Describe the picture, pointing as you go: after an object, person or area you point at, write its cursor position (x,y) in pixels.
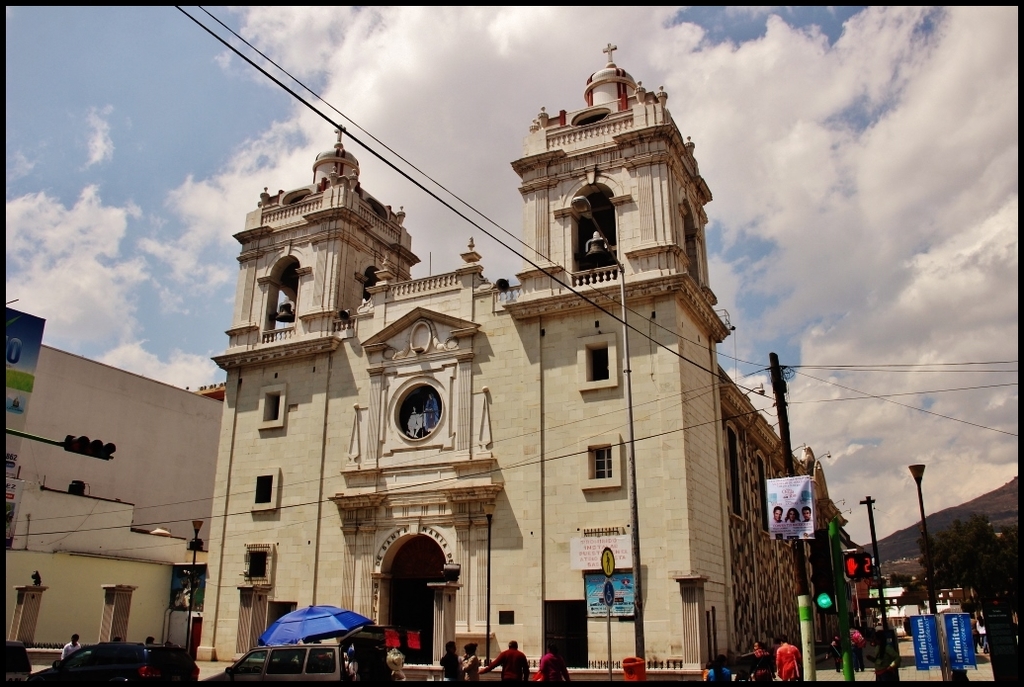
This image is taken outdoors. At the top of the image (275,137) there is a sky (902,413) with clouds (869,247). At the bottom of the image (134,673) two cars (178,658) are parked on the road (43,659) and a few people (445,653) are standing on the road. On the right side of the image (998,560) there is a hill (1010,497), a few trees (965,564), poles (802,624), street lights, signal lights (819,537) and sign boards (963,665). A few people (784,668) are walking on the road (909,675). In the middle of the image (672,296) there is a building (448,445) with walls (571,471), windows (608,370), railings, architectures (608,96) and doors (421,619). On the left side of the image (158,429) there is a building (152,515) and a board (28,316) with text (11,347) on it.
